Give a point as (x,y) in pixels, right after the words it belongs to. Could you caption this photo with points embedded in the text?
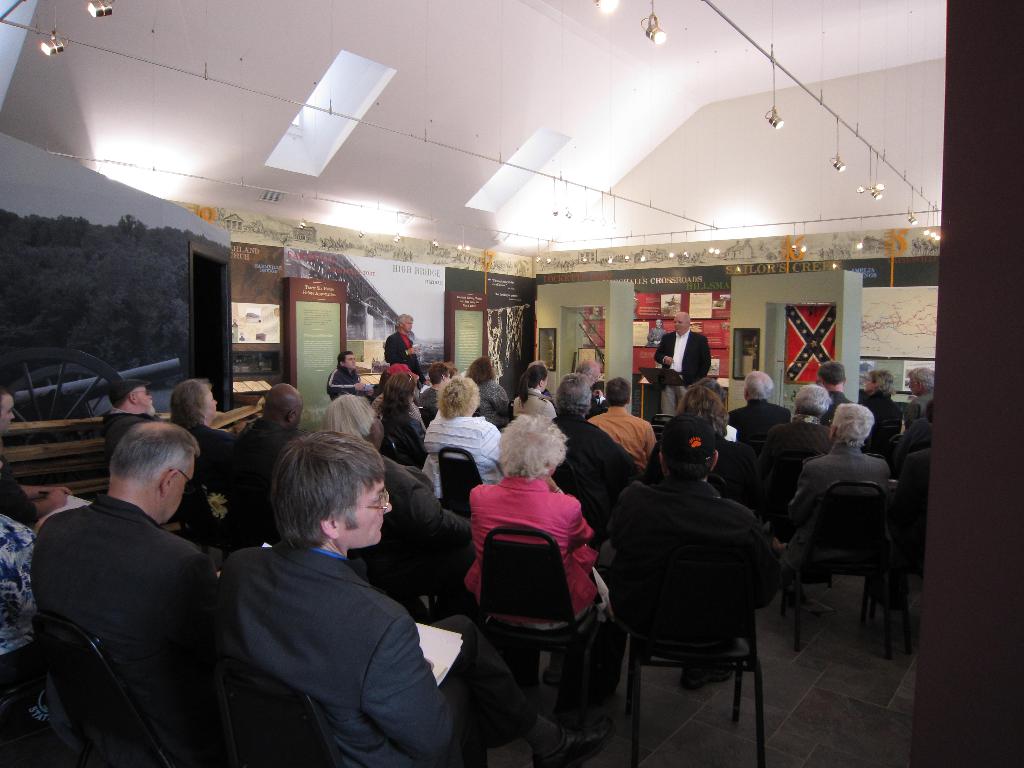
In this image we can see the people (435,444) sitting on the chairs (689,578) which are on the floor (780,704). We can also see the boards (468,343), posters (418,309), wall (43,373), rods (910,182) and also the lights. We can see the two persons (698,350) standing. We can also see the map (892,353) and also the ceiling (421,59).
